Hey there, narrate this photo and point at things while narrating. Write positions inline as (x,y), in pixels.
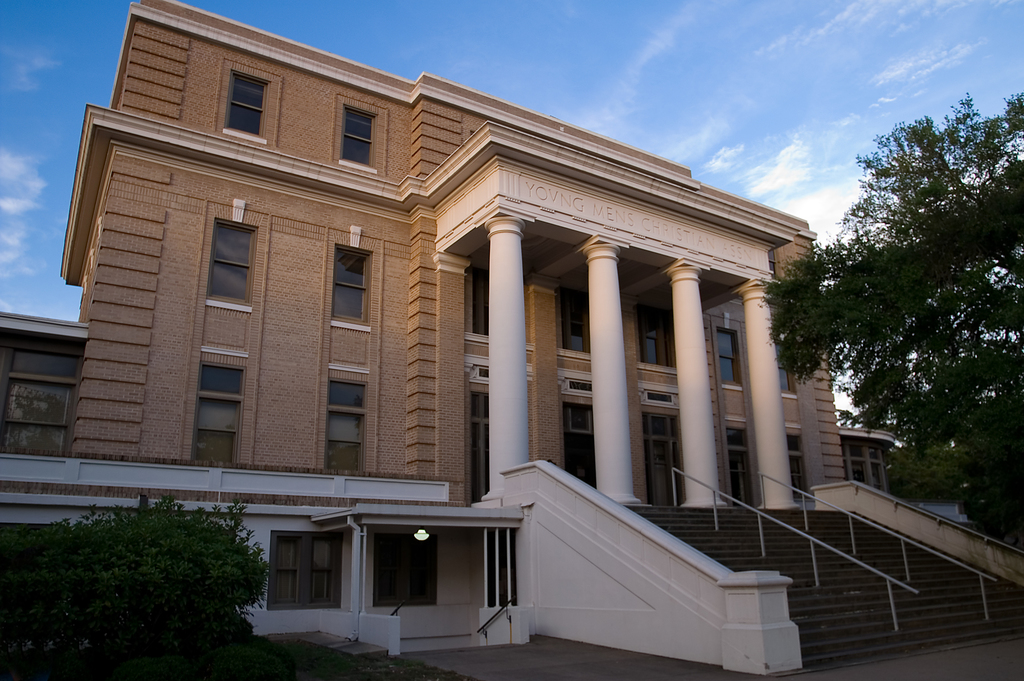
In this picture we can see trees (8,622), building (670,651) and a light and in the background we can see sky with clouds (747,167).
